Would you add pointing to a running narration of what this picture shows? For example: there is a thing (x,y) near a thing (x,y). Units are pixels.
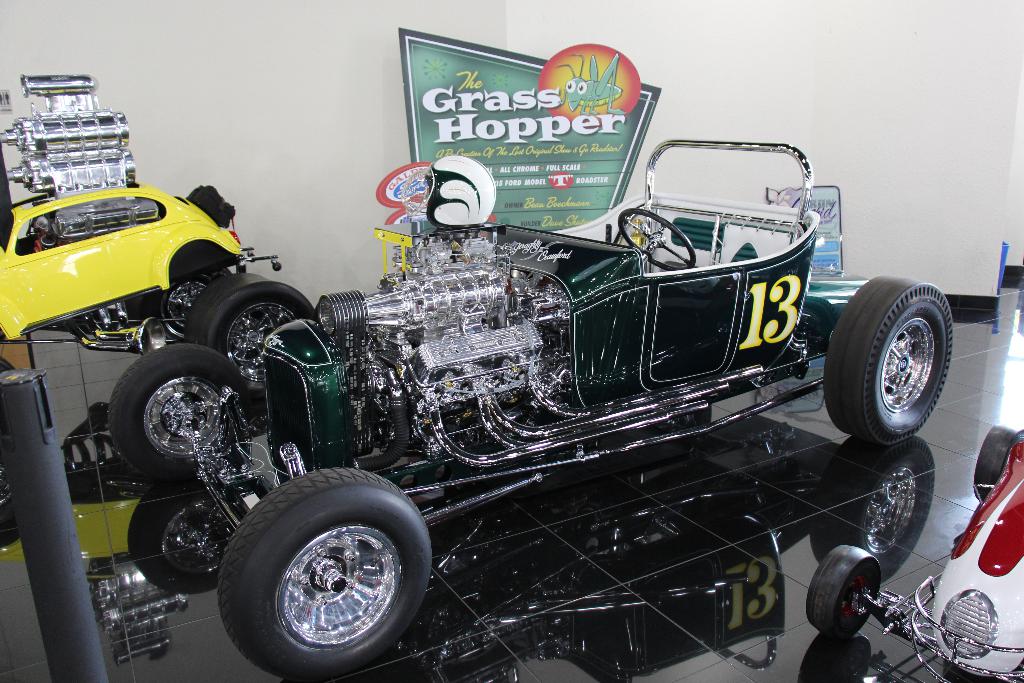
In this picture there is green color car (698,344) which is parked on the floor (651,518). On the left (150,262) there is a yellow color car (131,248) which is parked near to the wall (274,155). In the back (584,114) there is a banner (584,130).
